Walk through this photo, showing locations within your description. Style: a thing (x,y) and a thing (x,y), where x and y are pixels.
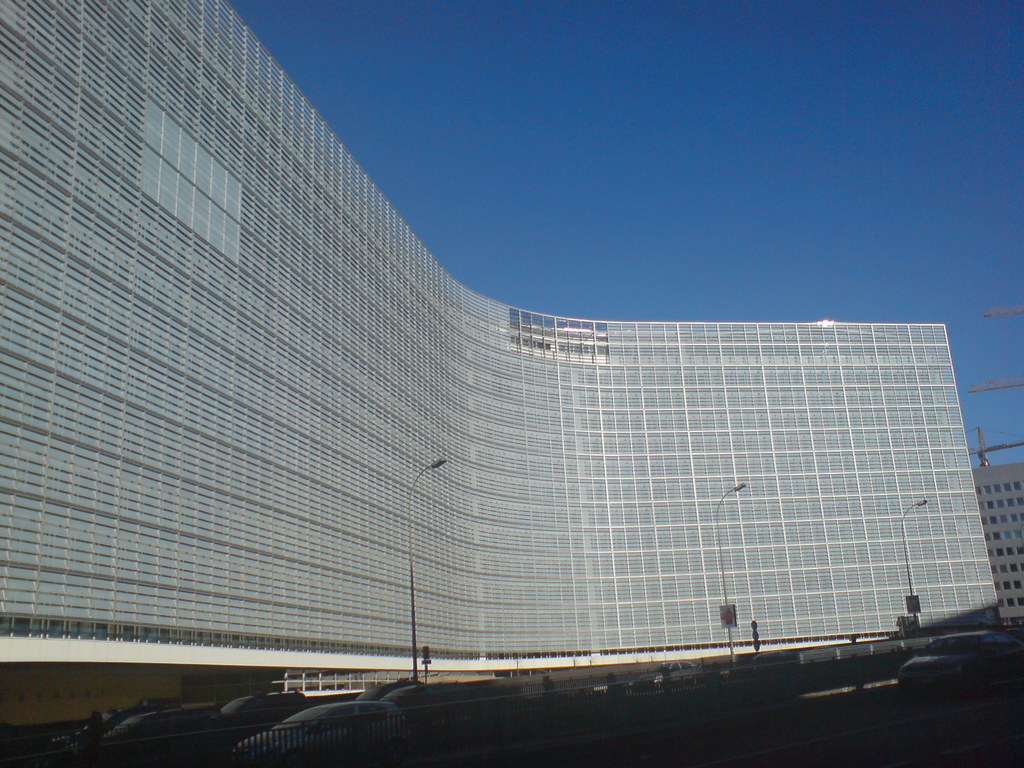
In this image I can see the railing (555,727), few vehicles (258,736) on the ground (697,721), few light poles (733,634) and a building (326,432) which is white in color. In the background (1003,494) I can see another building (994,526), few cranes (986,450) and the blue sky (807,144).
